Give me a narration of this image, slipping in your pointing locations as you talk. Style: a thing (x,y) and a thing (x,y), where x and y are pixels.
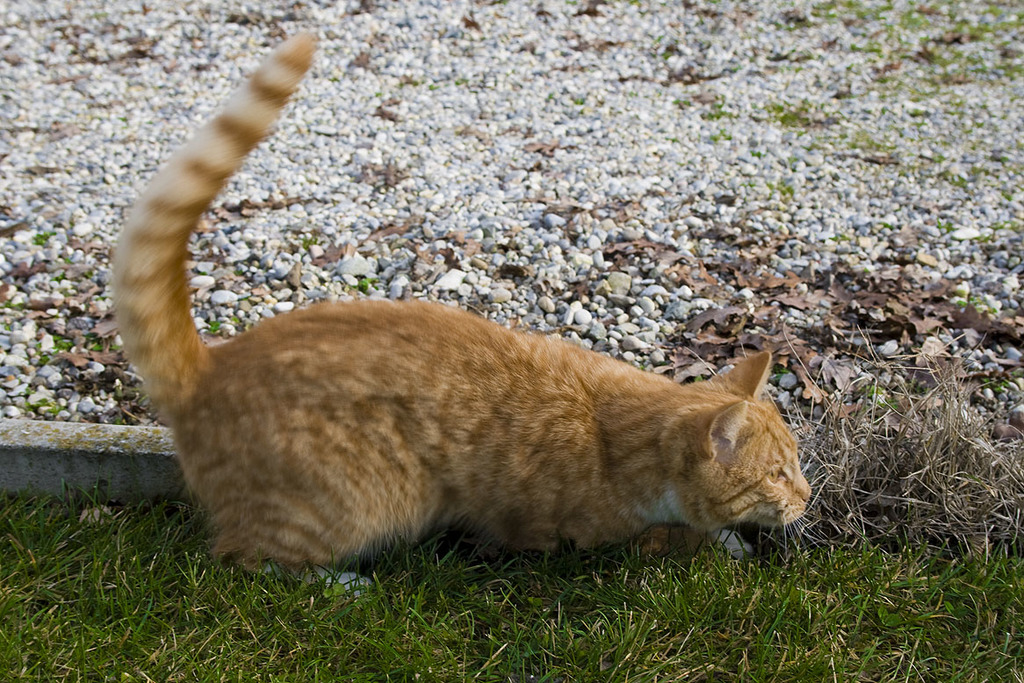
In this image in the middle (469,427), there is a cat (506,404). At the bottom (827,608) there is grass (827,608) and at the top (752,197) stones (782,317).
